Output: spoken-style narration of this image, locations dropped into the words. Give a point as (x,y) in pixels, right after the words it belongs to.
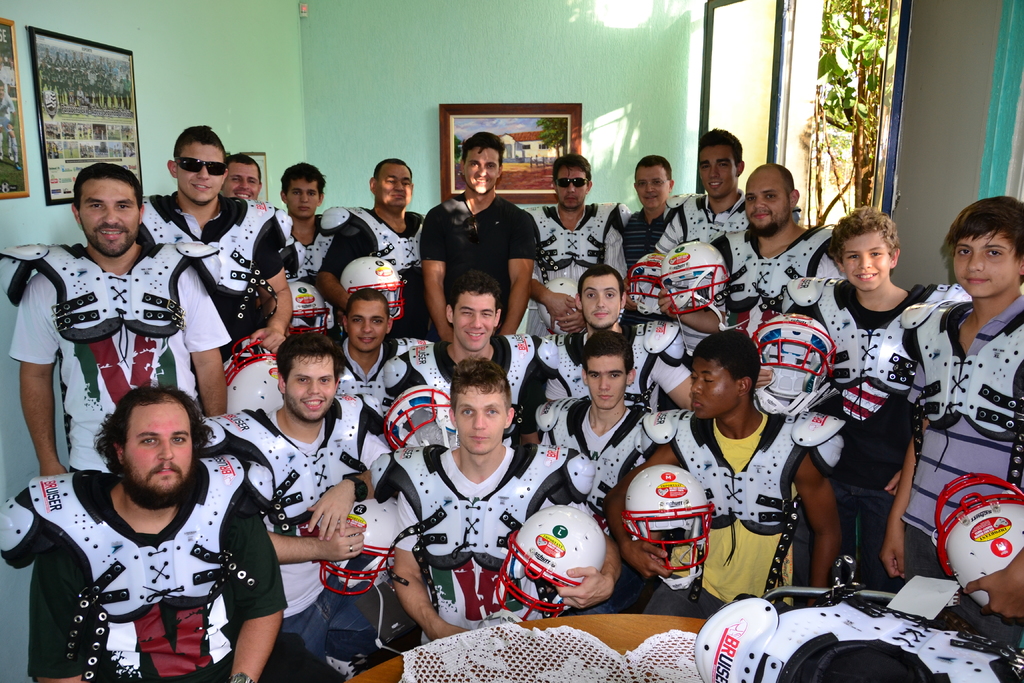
This picture is clicked inside the room (586,628). In the foreground (618,628) we can see a table (626,628) on the top of which a table cloth (608,659) and some objects (798,645) are placed. In the right corner (1022,535) we can see the hand (1001,581) of a person (1003,578) holding the helmet (985,535). In the foreground (911,384) we can see the group of people (445,387) holding helmets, wearing jackets (756,477) and seems to be kneeling on the ground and we can see the group of people (205,271) wearing jackets (603,237) and standing on the ground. In the center (446,253) there is a man (459,214) wearing t-shirt (459,239), smiling and standing on the floor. In the background (344,37) we can see the wall (537,45), picture frames (507,107) hanging on the wall (287,43) with the pictures (530,130) containing the depictions of the sky (498,127), houses (534,144), trees (551,126) and the depictions of group of people (80,82) and some other objects (85,106). On the right (819,43) we can see the window (889,29) and through the window (826,192) we can see the green leaves (831,97) and some other objects (837,184).
